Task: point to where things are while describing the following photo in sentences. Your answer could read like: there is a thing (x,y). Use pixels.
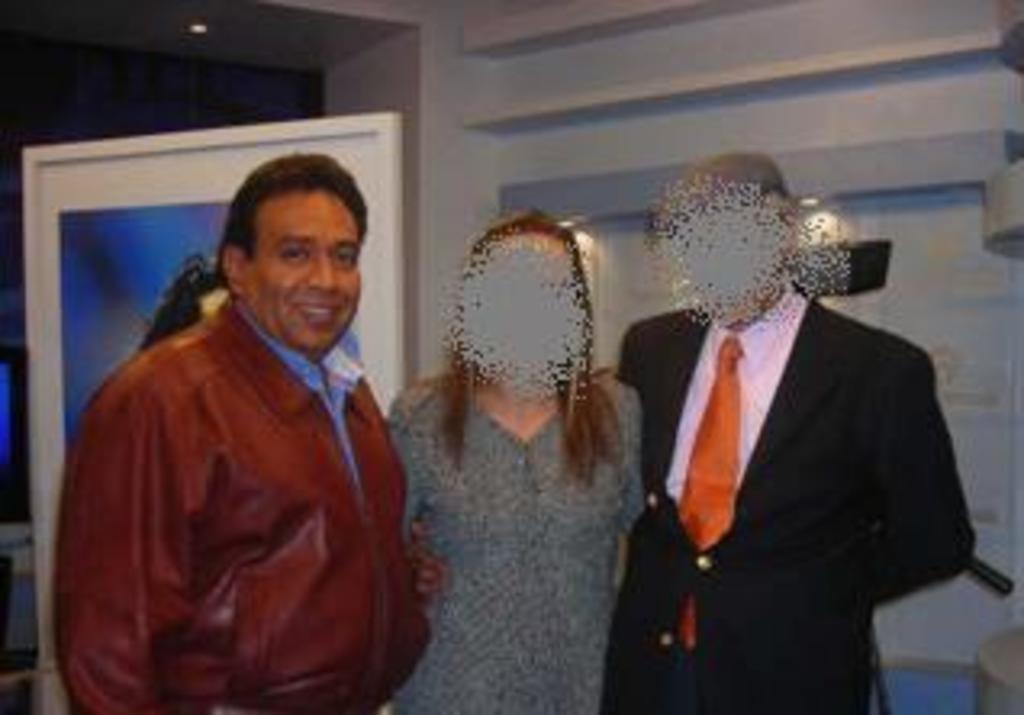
In this image there are three persons (364,536) who are standing, and in the background (679,138) there is a wall (429,169), board (142,216) and some other objects (916,669).
